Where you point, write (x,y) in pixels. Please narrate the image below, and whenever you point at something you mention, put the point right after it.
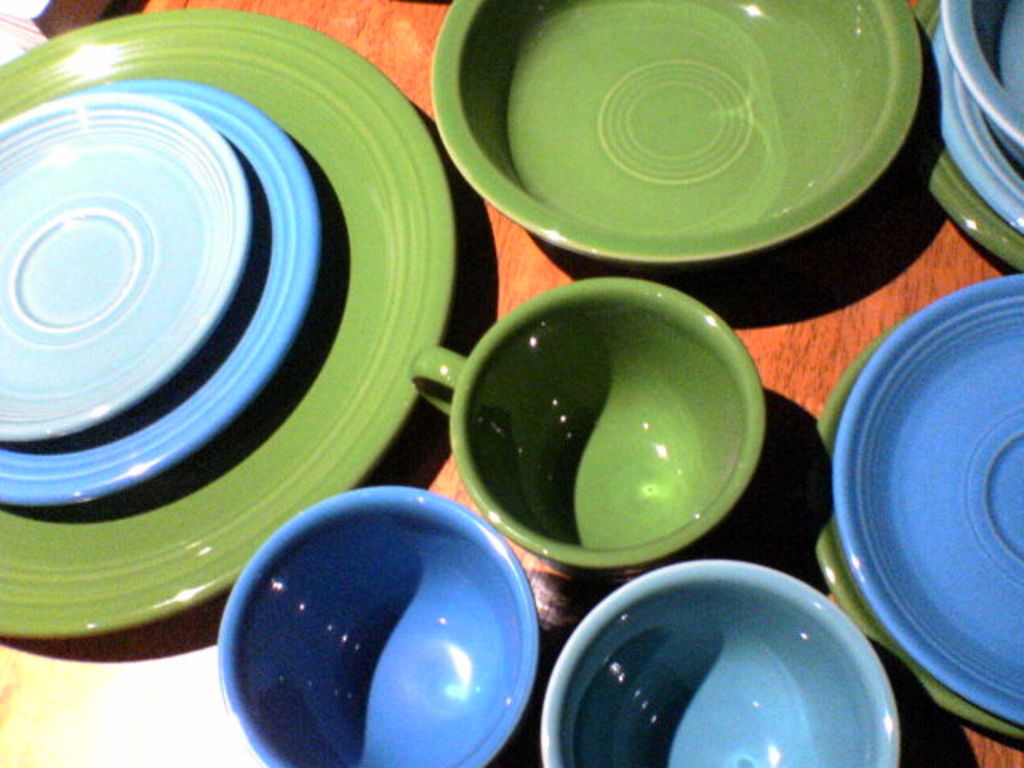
We can see cups (701,499), plates (260,231) and bowls (865,111) on the wooden surface (830,294).
